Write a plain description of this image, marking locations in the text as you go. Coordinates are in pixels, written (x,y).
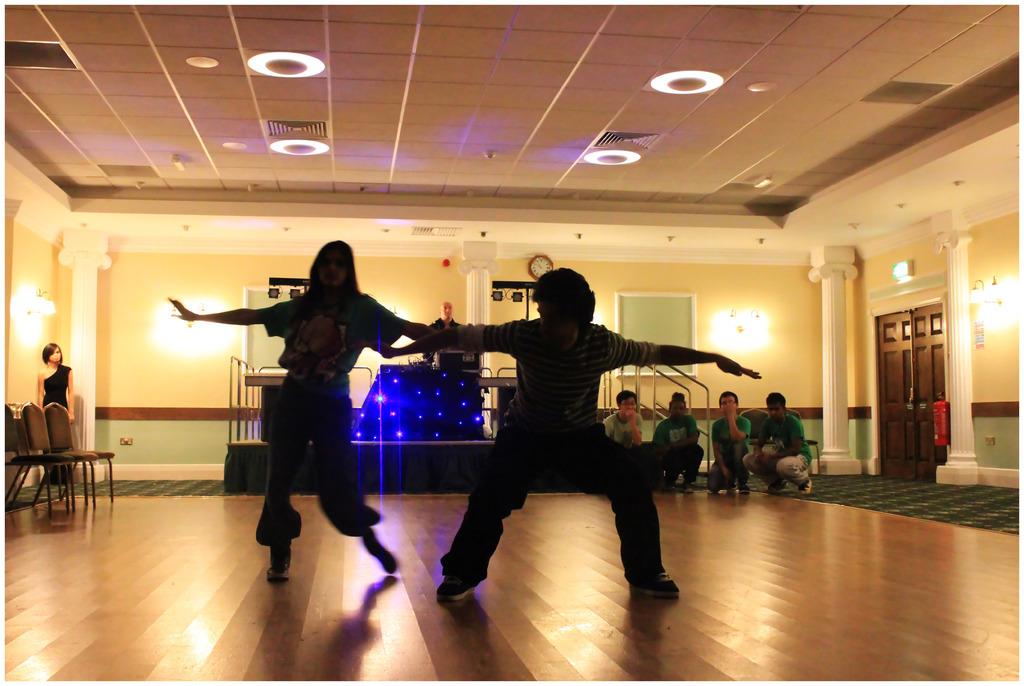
In this picture we can see two people (300,344) on the floor (404,605) and at the back of them we can see chairs (54,458), lights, some people (764,429), pillars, doors (920,395), ceiling (681,118), walls (855,327), board (641,312), clock (536,263) and some objects (230,426).
